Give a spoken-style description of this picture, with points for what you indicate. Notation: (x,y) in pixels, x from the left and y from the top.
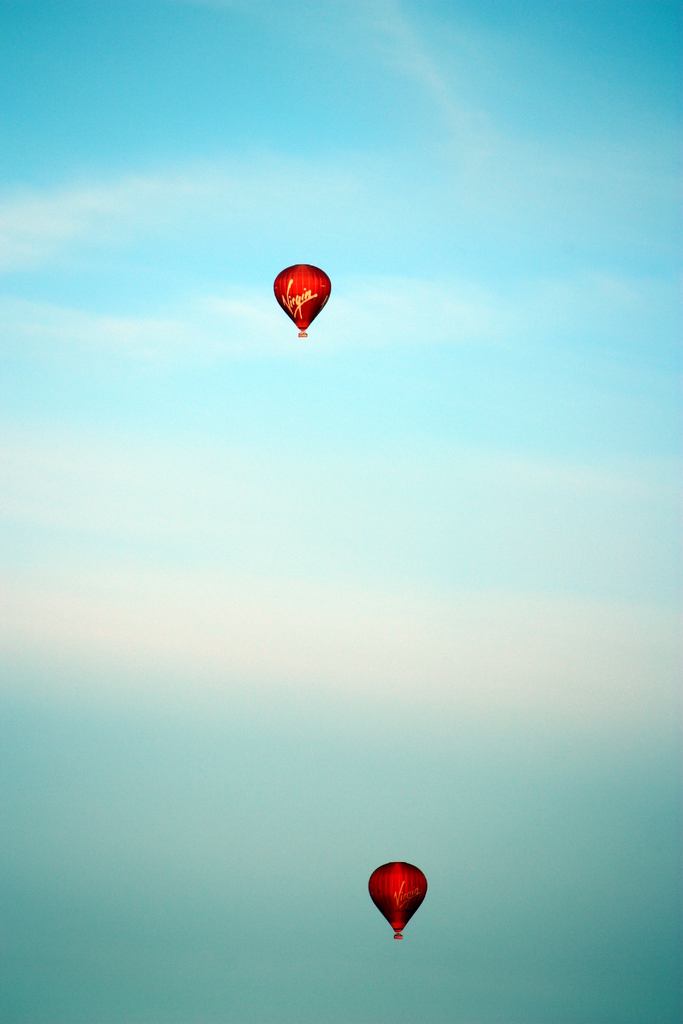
In this image we can see hot air balloons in red color, at above, there is the sky (259,151) in blue color.
